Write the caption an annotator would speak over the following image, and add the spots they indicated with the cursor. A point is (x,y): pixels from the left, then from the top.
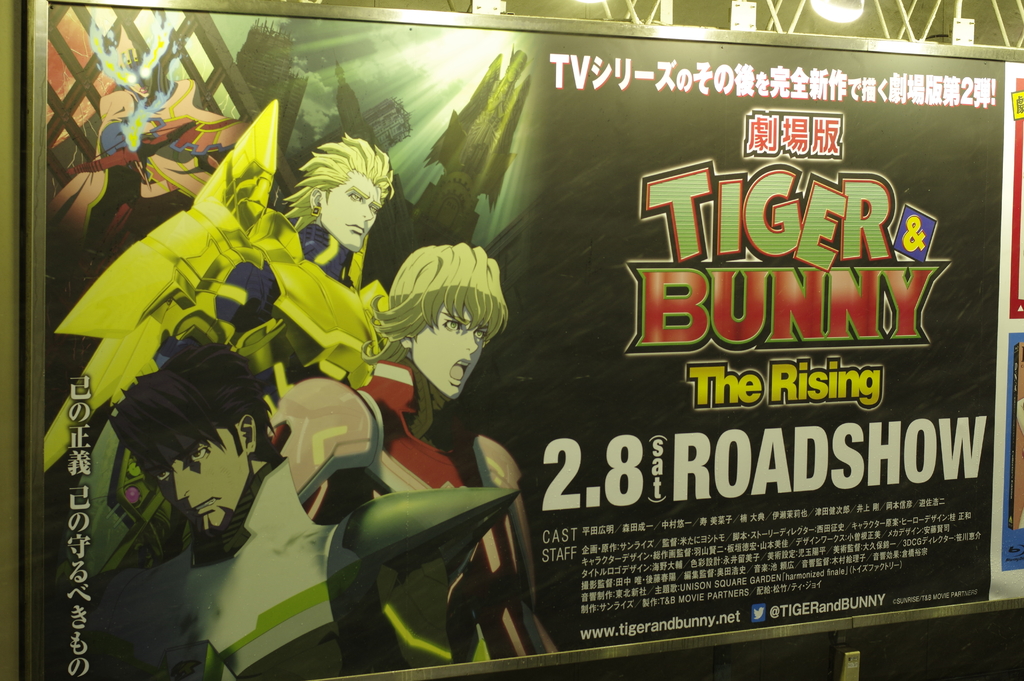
In this image in the center (483,261) there is a board (662,398) with some text (733,268) and images (347,276) on it. In the background (646,10) there is a grill (902,12) which is white in colour.
